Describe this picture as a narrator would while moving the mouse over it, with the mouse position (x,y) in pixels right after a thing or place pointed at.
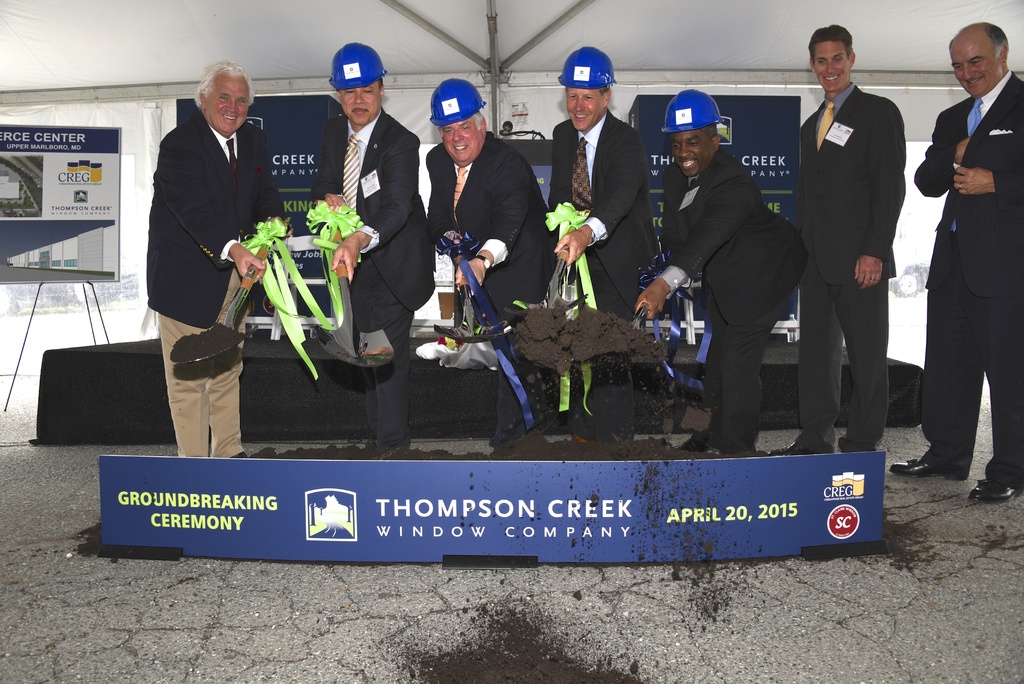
In this image I can see people (488,285) standing and few of them are holding some objects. Also there are name boards (735,134), poles (545,31), and there is a name board (12,179) with a stand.
